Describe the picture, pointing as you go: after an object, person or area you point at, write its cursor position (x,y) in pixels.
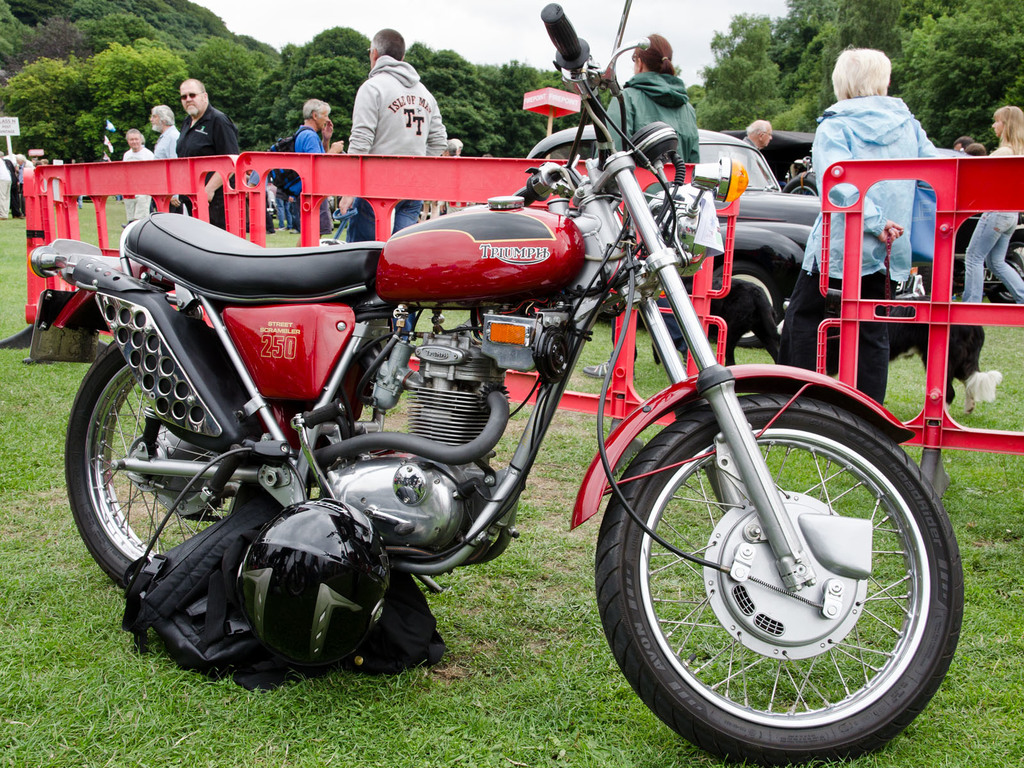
In this image in front (424,551) there is a bike (386,541). There is a helmet (351,592) and a bag (237,653). At the bottom of the image (309,718) there is grass (458,710) on the surface (485,710). There are barricades (1023,185). There are people (325,216). There are cars (759,155). On the left side of the image (17,205) there are people (19,166) holding the placards (9,124). In the background of the image (130,112) there are trees (764,67) and sky (698,37).
